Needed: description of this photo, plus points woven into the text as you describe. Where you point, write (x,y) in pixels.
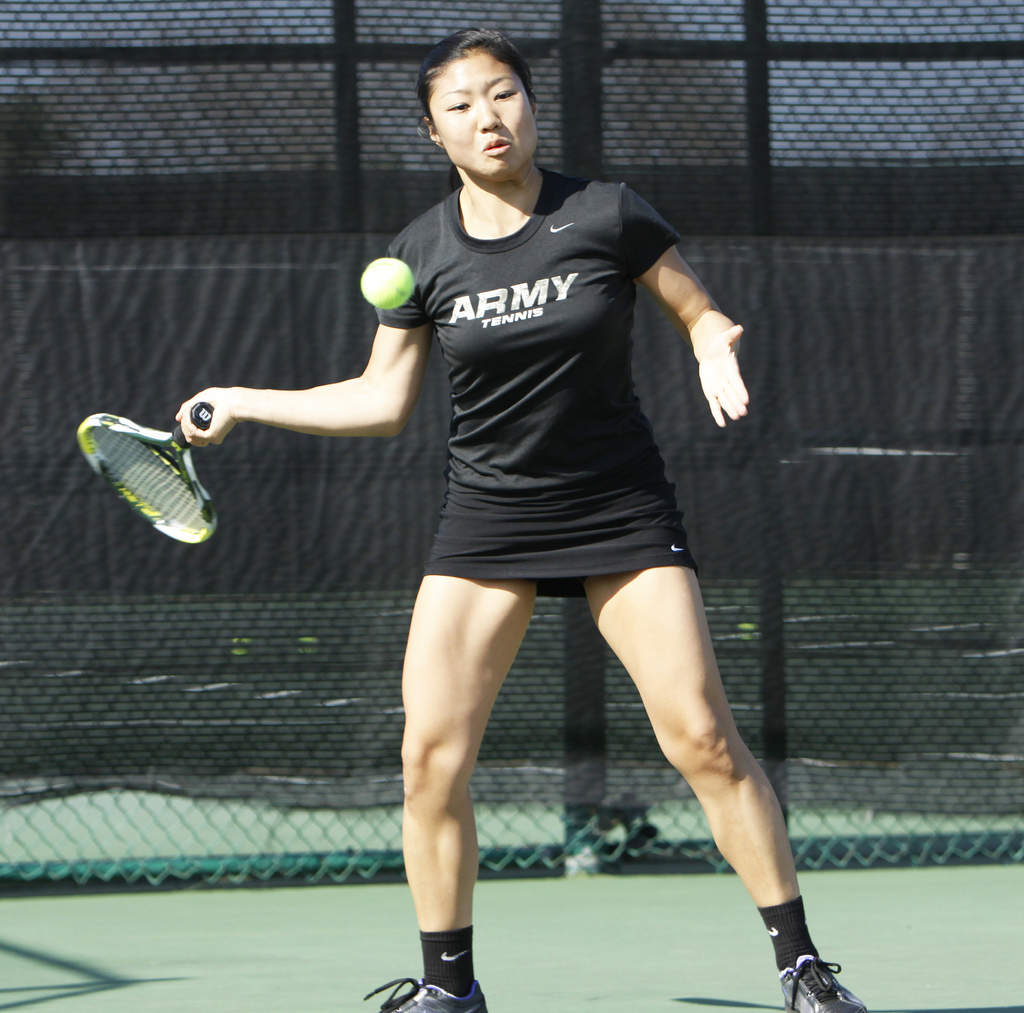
This is the picture of a woman (518,527) in black dress (518,461) holding a tennis racket (178,470) and trying to hit a ball (379,272). Behind the woman (526,397) there is a fencing (857,475).
